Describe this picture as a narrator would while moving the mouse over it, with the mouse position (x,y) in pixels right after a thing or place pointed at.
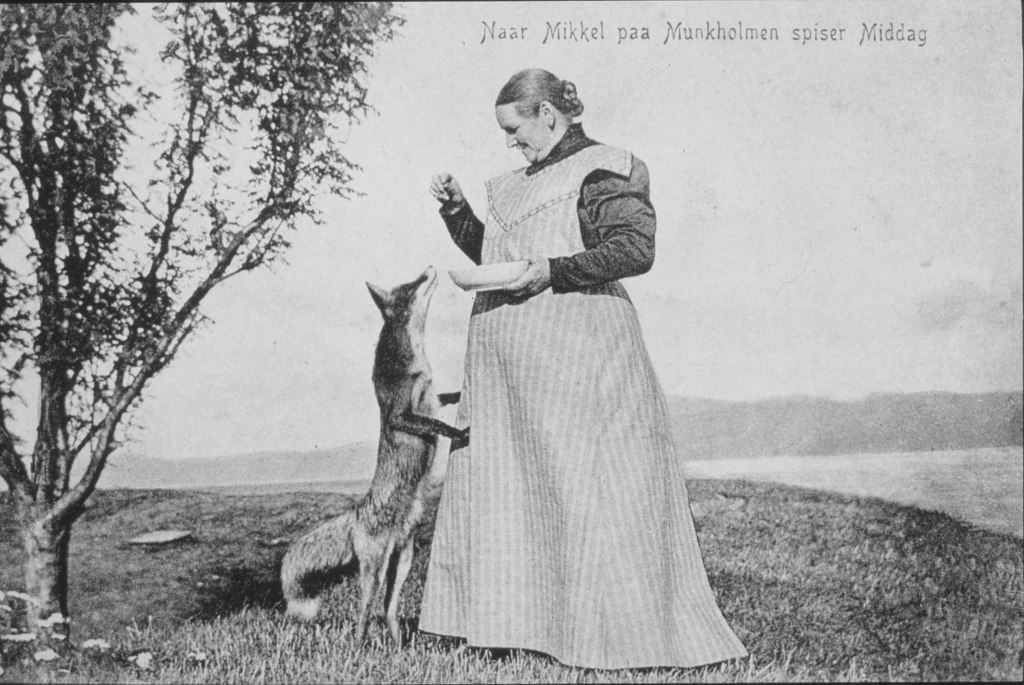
In this picture there is a woman (561,322) standing and holding the bowl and there is an animal (424,365) standing. On the left side of the image (26,149) there is a tree (48,299). At the top (810,163) there is sky (839,204). At the bottom (824,611) there is water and there is grass (377,659).
